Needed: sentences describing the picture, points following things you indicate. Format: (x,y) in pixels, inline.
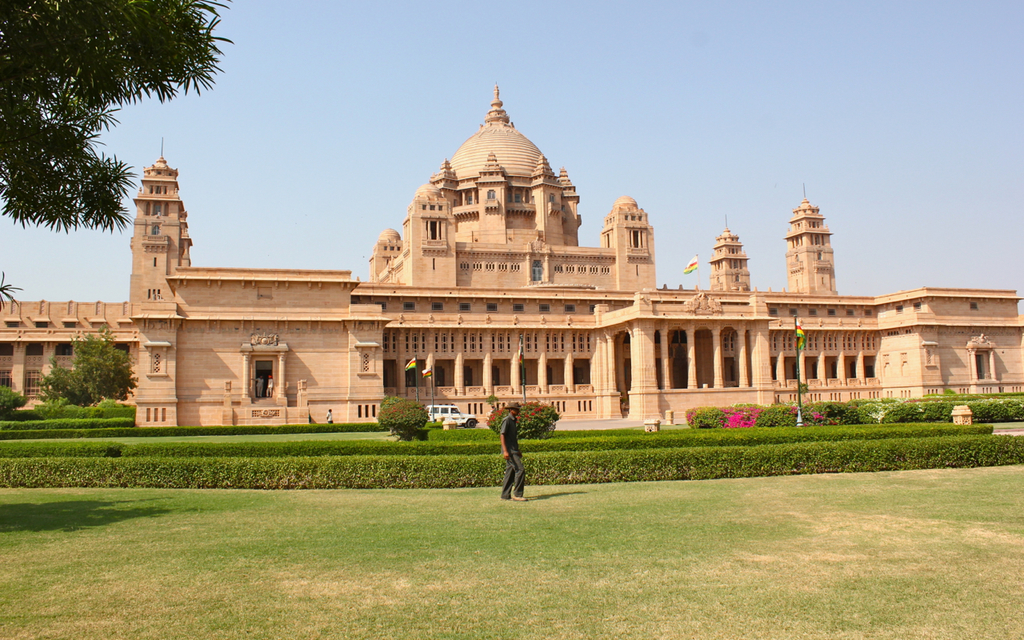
In this picture i can see a fort (423,253). I can also see trees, plants (549,473), grass (506,531) and vehicle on the ground (571,539). In the background (432,370) i can see flags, sky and on the right side (801,412) i can see pole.
